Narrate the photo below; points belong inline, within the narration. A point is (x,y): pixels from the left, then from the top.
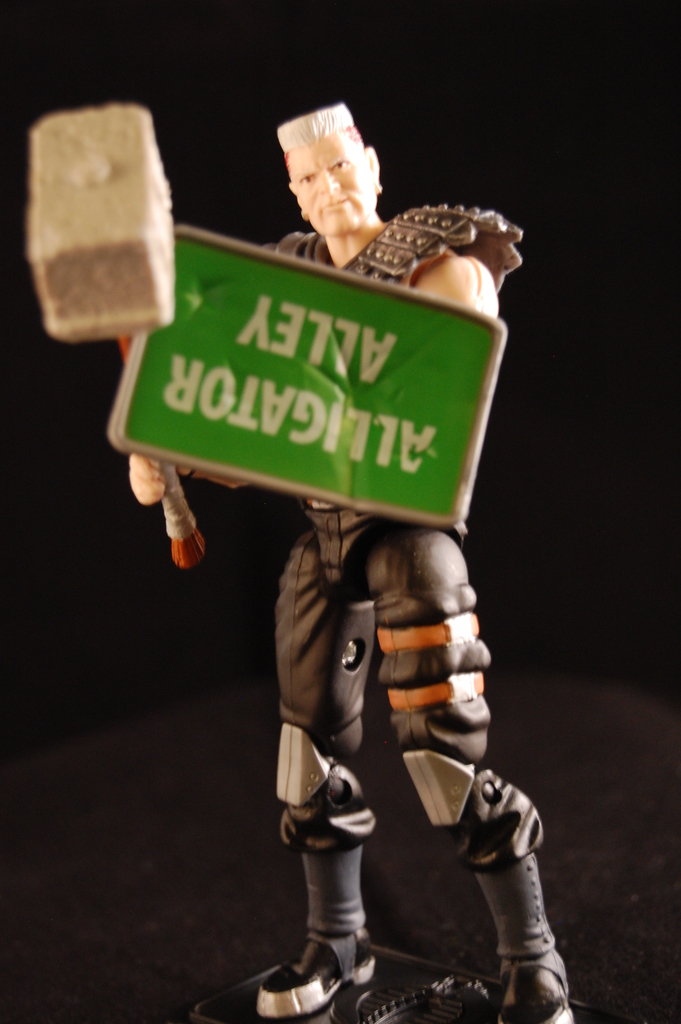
In the foreground of this picture (380,531), there is a toy (391,568) holding a hammer (55,169) and a shield board (355,427) in his hand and the background (426,118) is dark.
